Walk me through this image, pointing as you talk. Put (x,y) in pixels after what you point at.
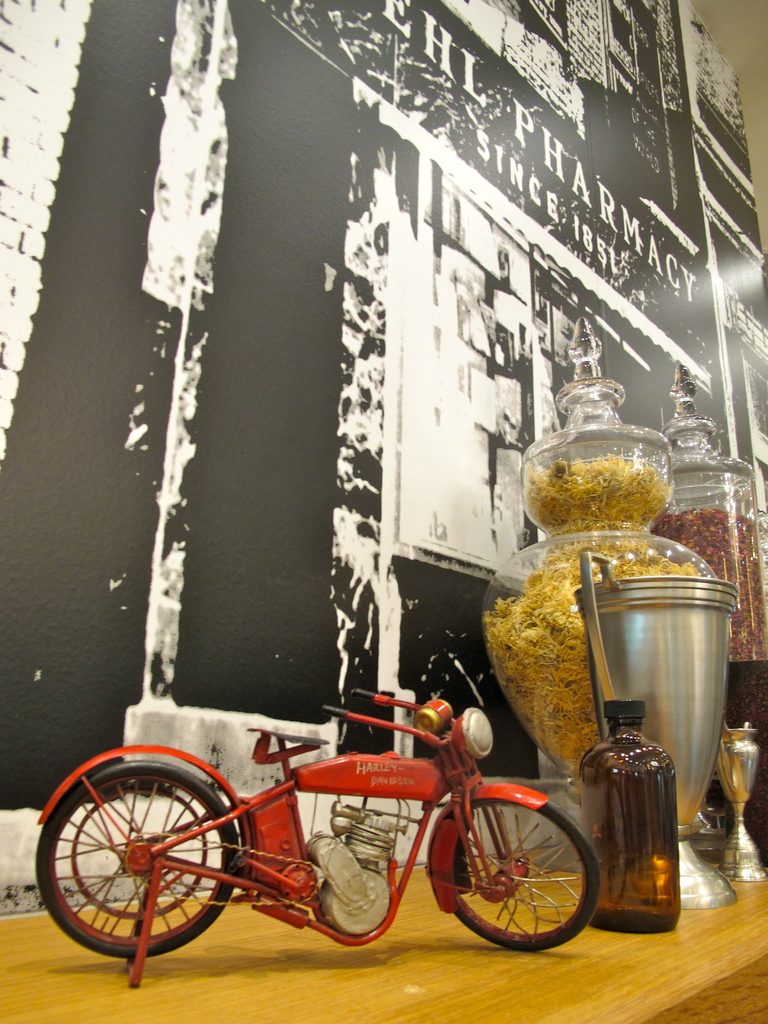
In this image there is a table (573,946), on that table (729,948) there are jars (582,689), in that jars (701,502) there is a food item (685,523) and a toy bike (249,845), in the background (115,279) there is a wall (460,232).
